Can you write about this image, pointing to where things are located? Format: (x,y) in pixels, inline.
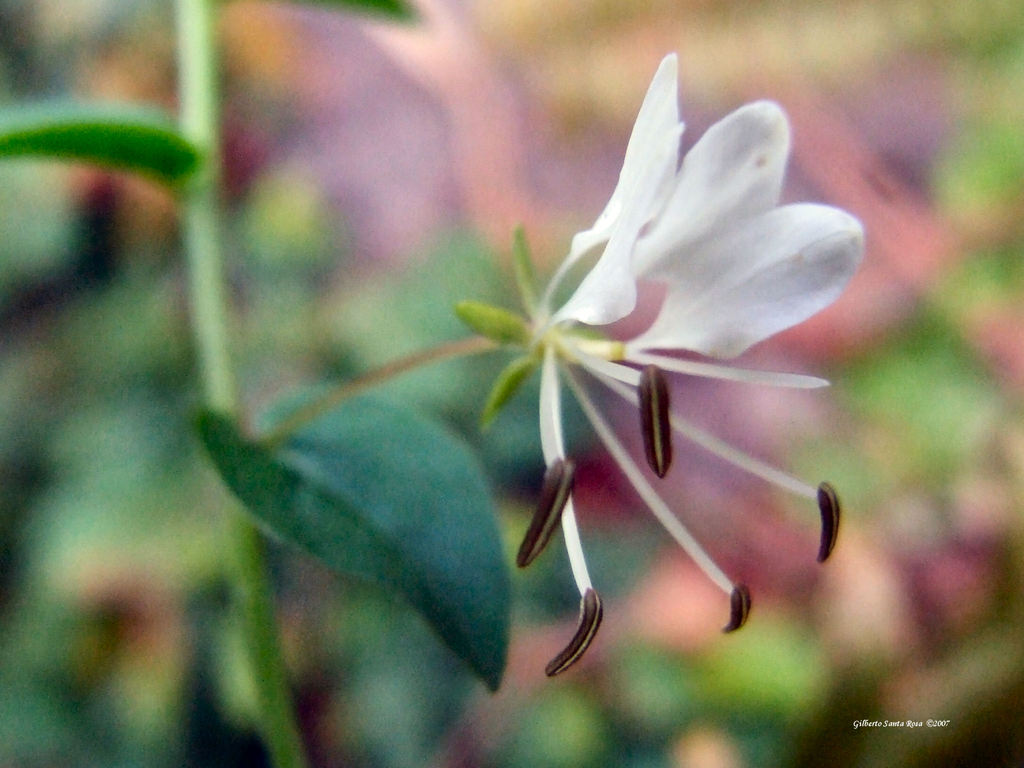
In this image we can see a flower (522,379), leaves (365,469) and a stem (436,346). In the background of the image (412,334) there is a blur background (48,515). On the image there is a watermark (900,728).
